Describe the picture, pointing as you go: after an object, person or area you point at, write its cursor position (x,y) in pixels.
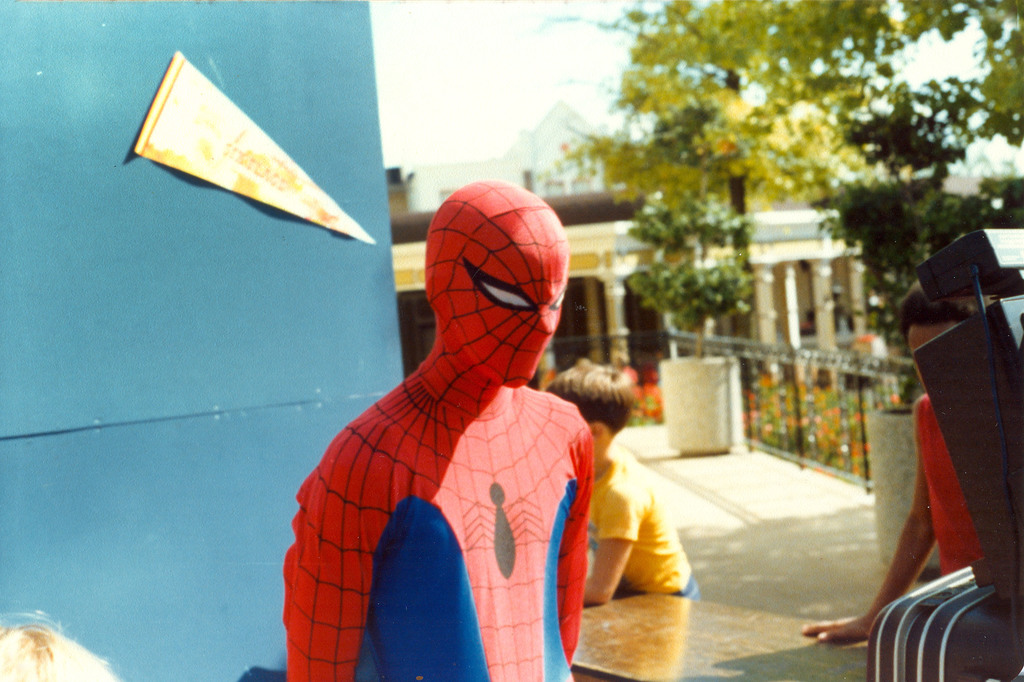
Here I can see a person (439,532) wearing a costume (439,455). At the back (934,513) of him there are two more persons (594,447). At the bottom (622,612) there is a table (710,630). On the right side (989,554) there is an object (1001,406). On the left side (143,377) there is a board (185,233). In the background (674,224) there are many trees (738,223) and buildings (591,251). At the top of the image (509,83) I can see the sky (436,38).
